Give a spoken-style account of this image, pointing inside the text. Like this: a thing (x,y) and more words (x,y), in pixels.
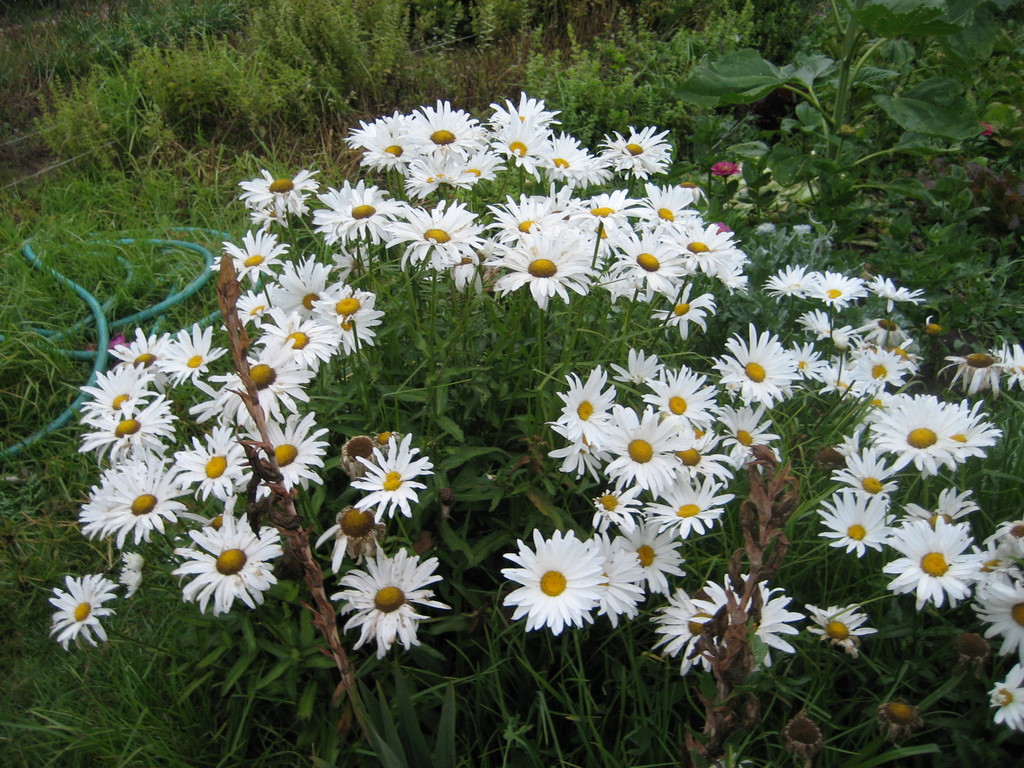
In this image there are flowers (566,274), plants (634,121) and a tube (135,314).
